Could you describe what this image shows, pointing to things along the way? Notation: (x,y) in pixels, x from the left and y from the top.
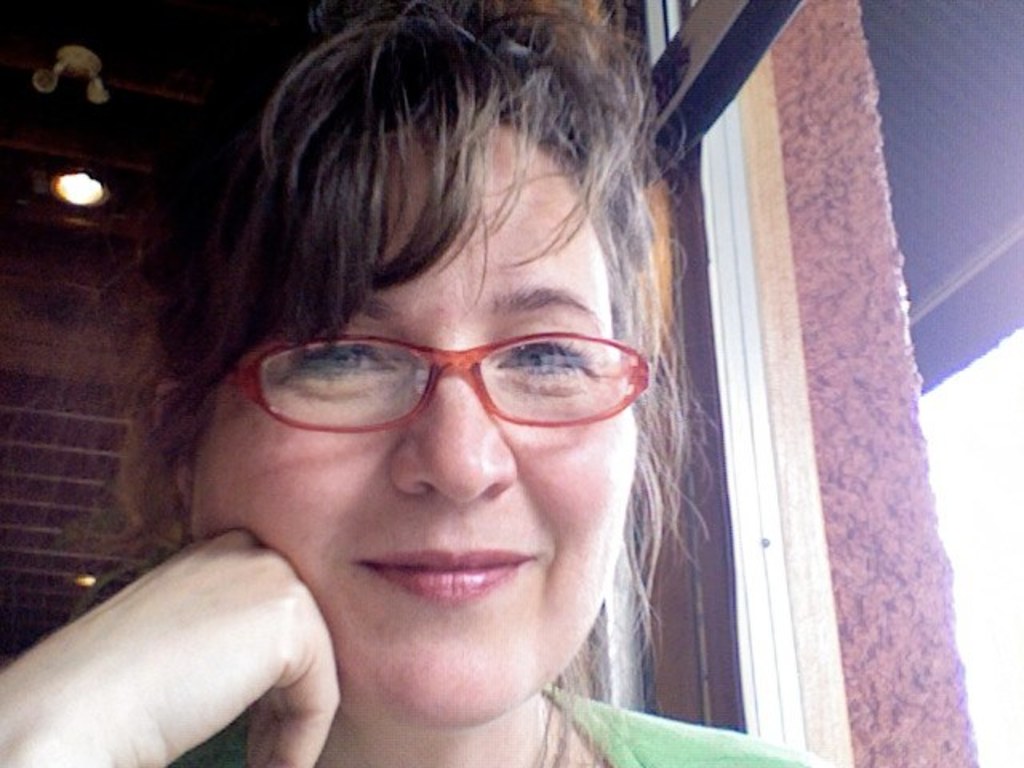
In this image in the foreground (266,353) there is one woman (657,316) who is smiling, and she is wearing spectacles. And on the right side (792,351) there is a window (772,258), and in the background (70,189) there is light (102,196) and some objects (90,458).
